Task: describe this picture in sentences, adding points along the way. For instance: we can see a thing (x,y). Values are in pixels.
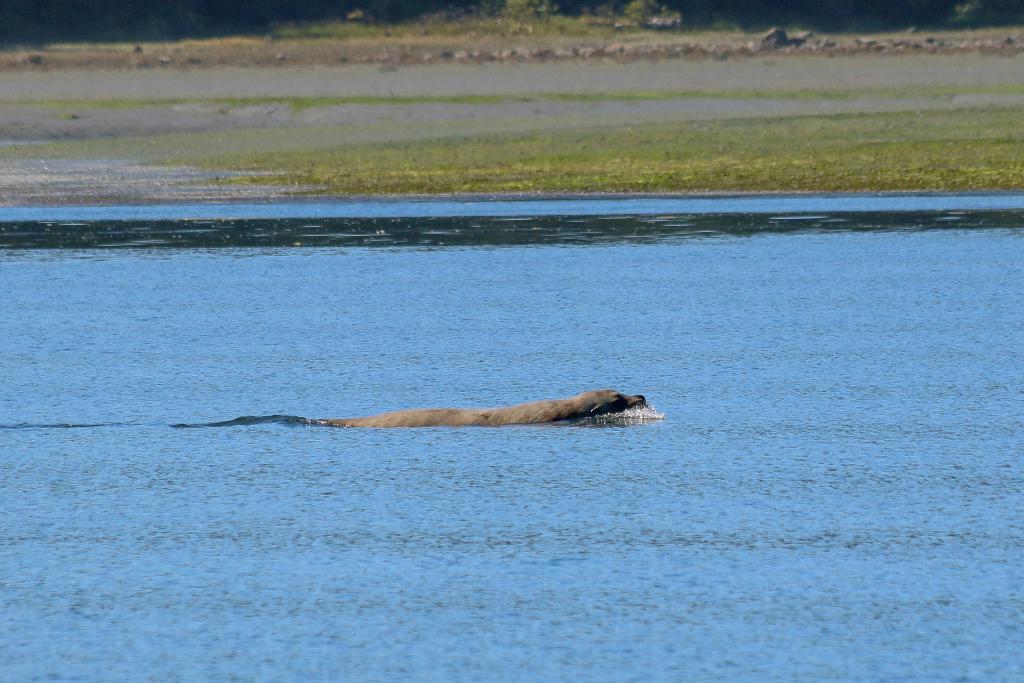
In this image we can see an animal (562,405) in the water (427,445).
